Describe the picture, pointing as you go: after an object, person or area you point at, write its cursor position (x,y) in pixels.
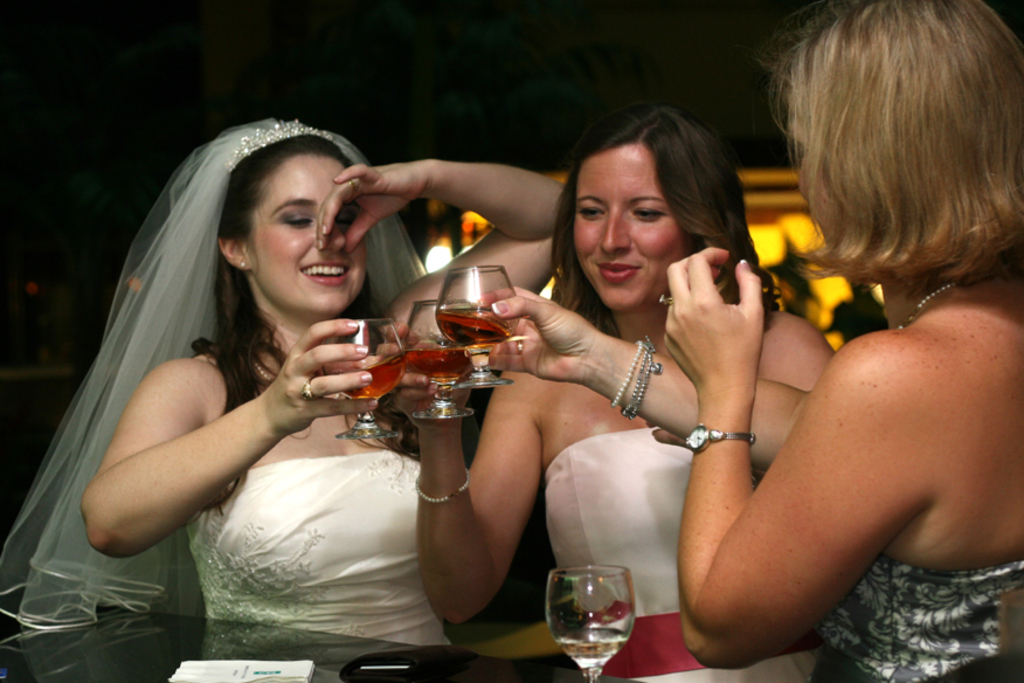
These 3 women (878,439) are holding glasses (447,333) with liquid (435,350) and smiles. In-front of this woman (640,536) there is a table (121,642), on this table (368,650) there is a wallet (378,660), book (309,663) and glass of water (579,636).
